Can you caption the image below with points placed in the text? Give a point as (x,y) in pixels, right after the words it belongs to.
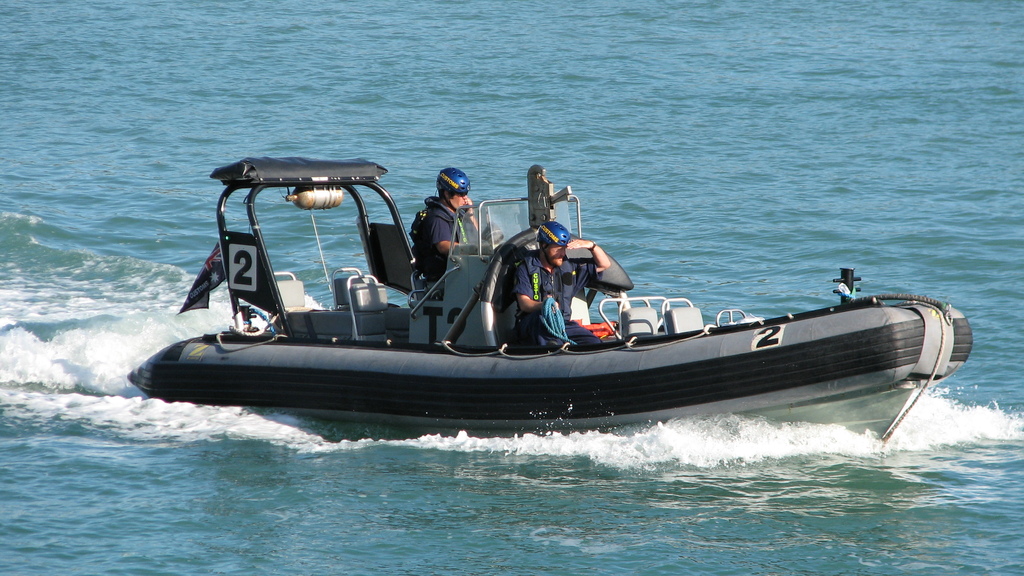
In this image I can see two people (442,196) sitting in the boat (562,381). I can see these people (463,195) are wearing the helmets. The boat (452,317) is on the water (380,504). I can see the boat (307,160) on the water (406,106).
